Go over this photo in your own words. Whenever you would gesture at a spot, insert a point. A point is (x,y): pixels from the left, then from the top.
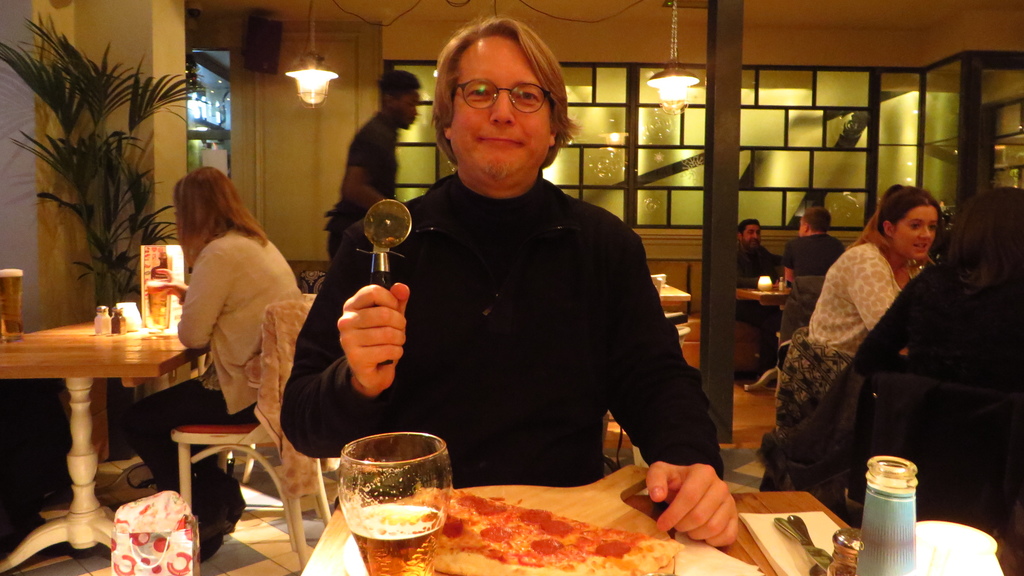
In this image there are tables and chairs (790,300). There are people (239,293) having their food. On the table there are glasses (352,481) and spoons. On the left side (123,148) there is a tree (94,213). In the background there are lights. There is a wall (840,139) with glasses (829,159) on the backside (847,159).
